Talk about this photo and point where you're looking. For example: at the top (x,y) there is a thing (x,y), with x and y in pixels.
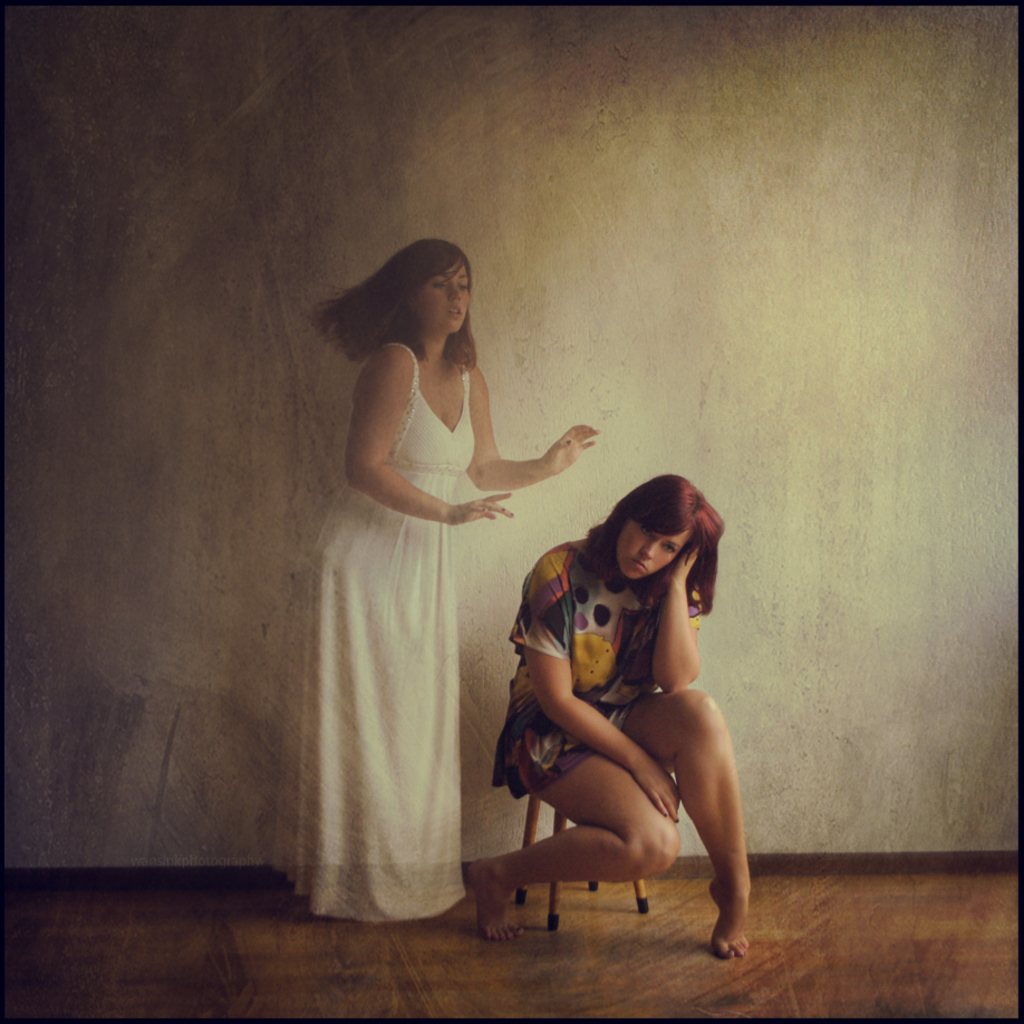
In this picture I can see there are two women (562,693) and one of them is standing and wearing white dress (337,851). The other woman (595,727) is sitting and wearing a shirt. In the backdrop (706,155) there is a wall (577,85).
